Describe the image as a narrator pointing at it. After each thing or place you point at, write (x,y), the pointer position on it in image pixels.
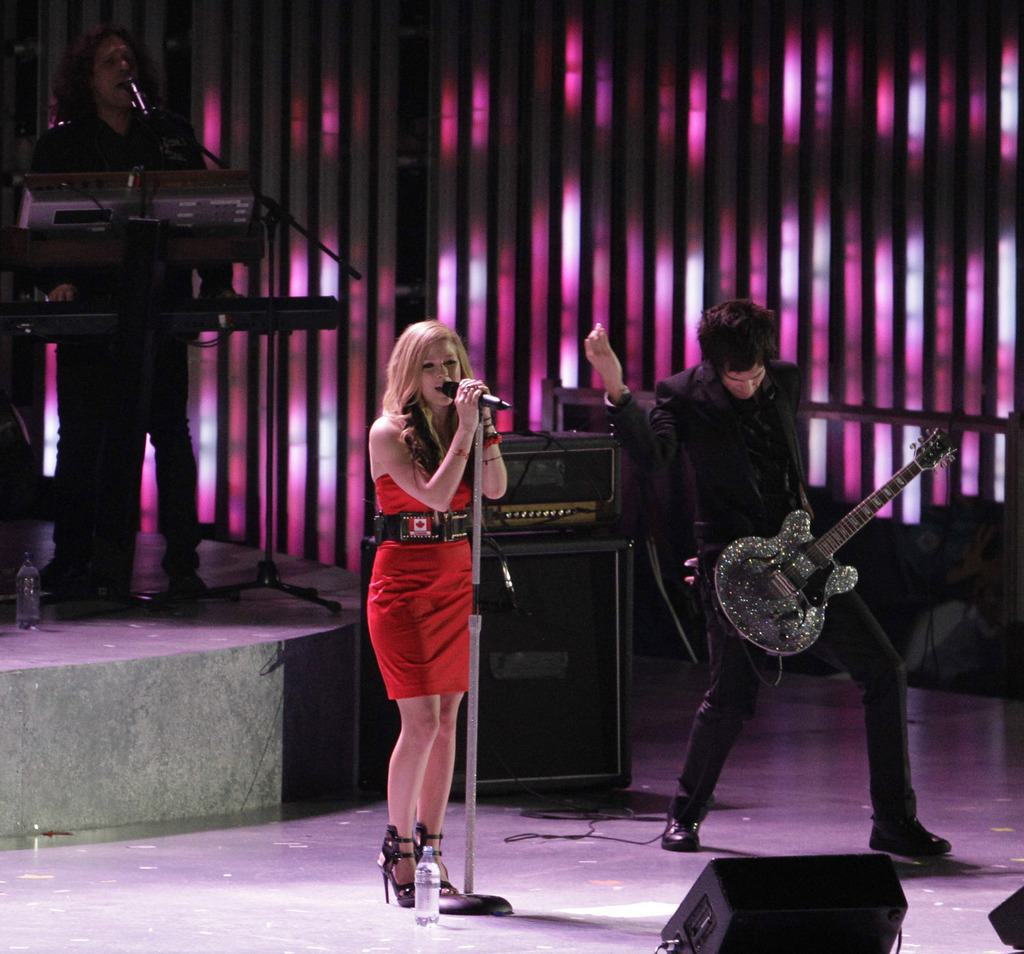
In this image we have a woman (450,336) standing and singing a song in the microphone (481,399), and in the back ground (547,454) we have another man (707,471) standing and playing a guitar (881,500), speakers (545,583), another man (160,382) standing and playing a piano (249,179) and there is water bottle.
